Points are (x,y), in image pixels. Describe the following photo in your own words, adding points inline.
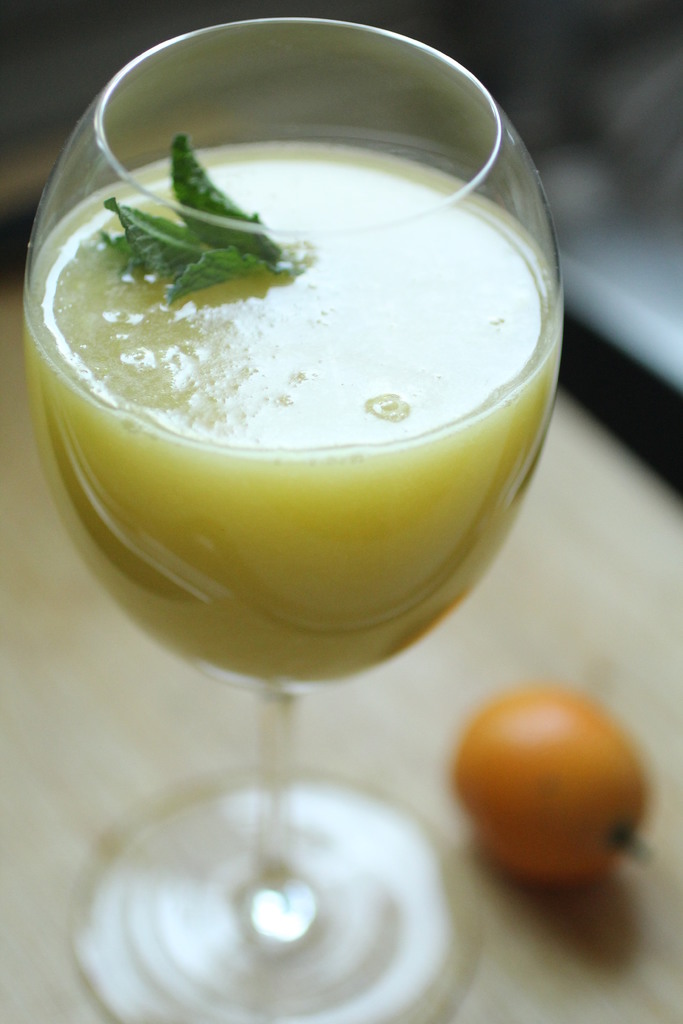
This image is taken indoors. At the bottom of the image (549,969) there is a table (594,534) with an orange (562,778) and a glass of juice (313,539) on it.
